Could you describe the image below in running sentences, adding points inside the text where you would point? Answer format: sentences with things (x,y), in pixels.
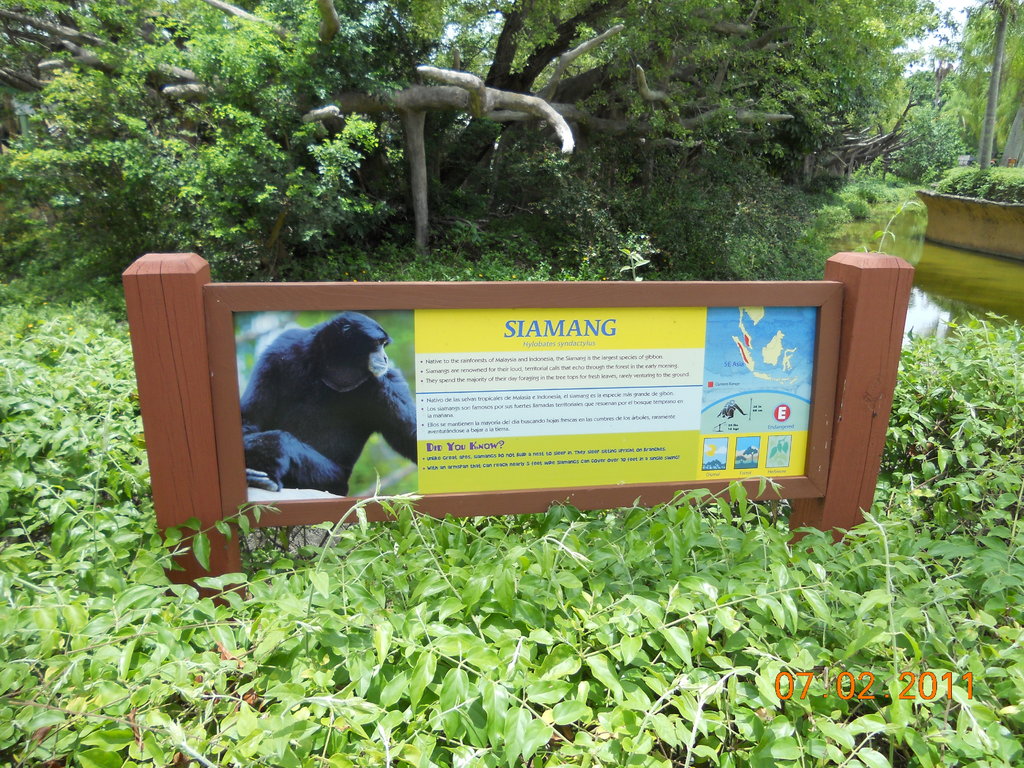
In this image I can see the board (525,467) and I can see few pictures (337,381) on the board (587,434). In the background (823,221) I can see the water (992,279), few trees (649,137) in green color and the sky (934,43) is in white color.
